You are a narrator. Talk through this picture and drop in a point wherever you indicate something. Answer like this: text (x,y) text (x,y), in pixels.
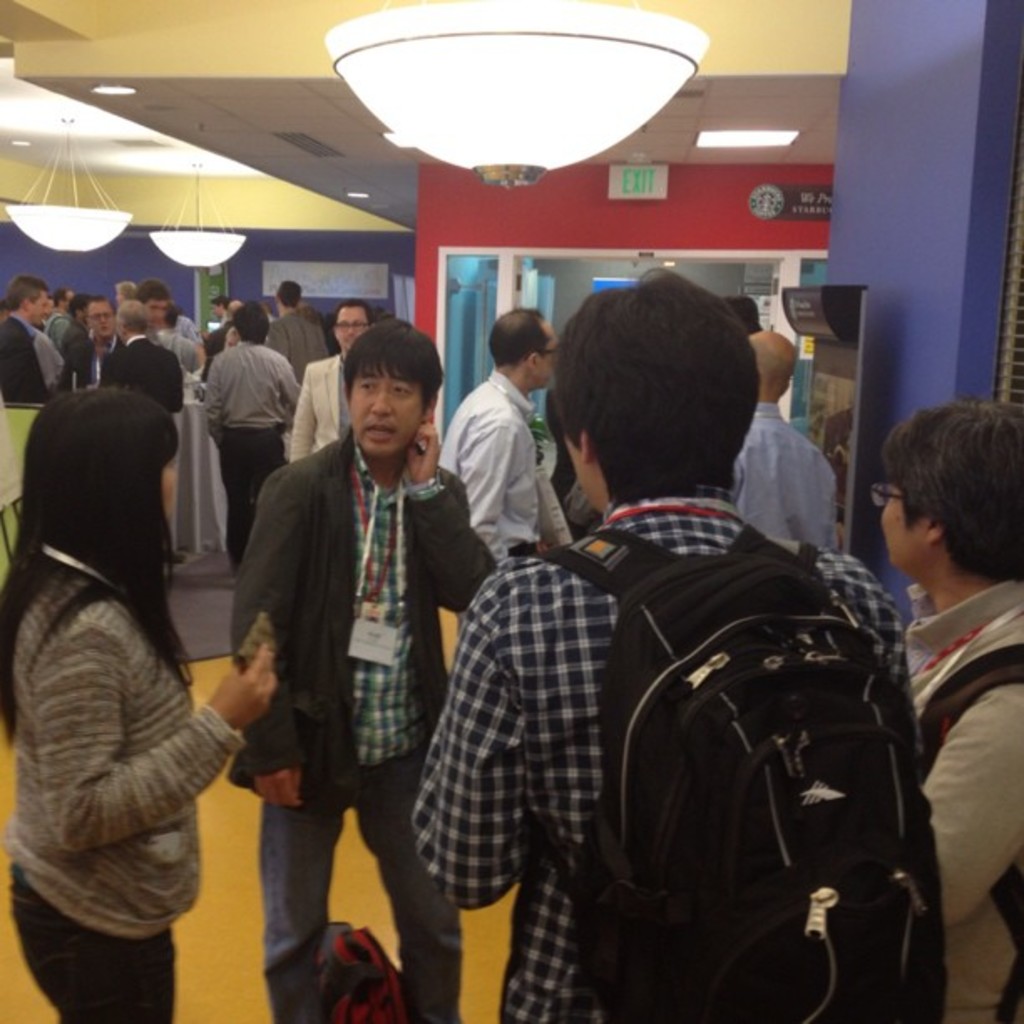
In this image we can see persons (329,546) standing on the floor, sign board (641,192), chandeliers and electric lights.
